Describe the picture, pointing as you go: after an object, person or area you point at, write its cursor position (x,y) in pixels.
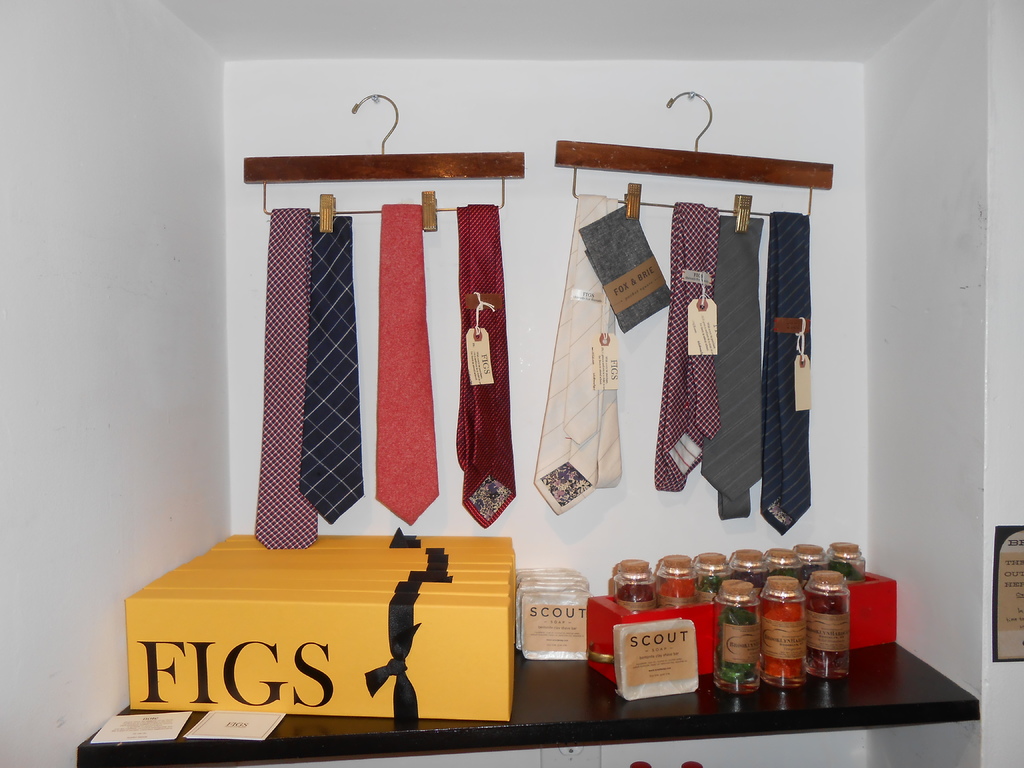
There are boxes (259,565), jars (848,545) in a red color box (606,613), jars (785,655), packs (646,670) and cards (123,734) arranged on the table (806,709). Above this table (888,696), there are ties (753,229) hanged on the hangers (722,175) which are attached to the white wall (326,116).
